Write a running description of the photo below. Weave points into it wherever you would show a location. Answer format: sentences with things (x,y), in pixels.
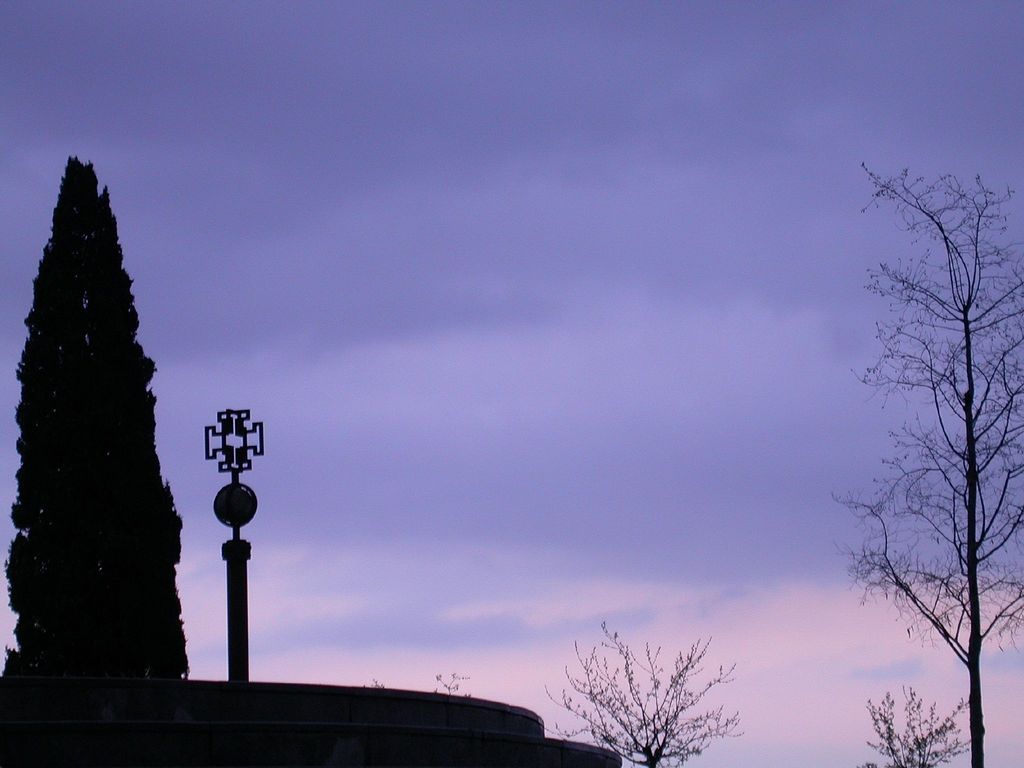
In this picture there are trees (650,759). We can observe a pole (233,554) here. In the background (249,606) there is a sky (542,420) with clouds (573,382).
